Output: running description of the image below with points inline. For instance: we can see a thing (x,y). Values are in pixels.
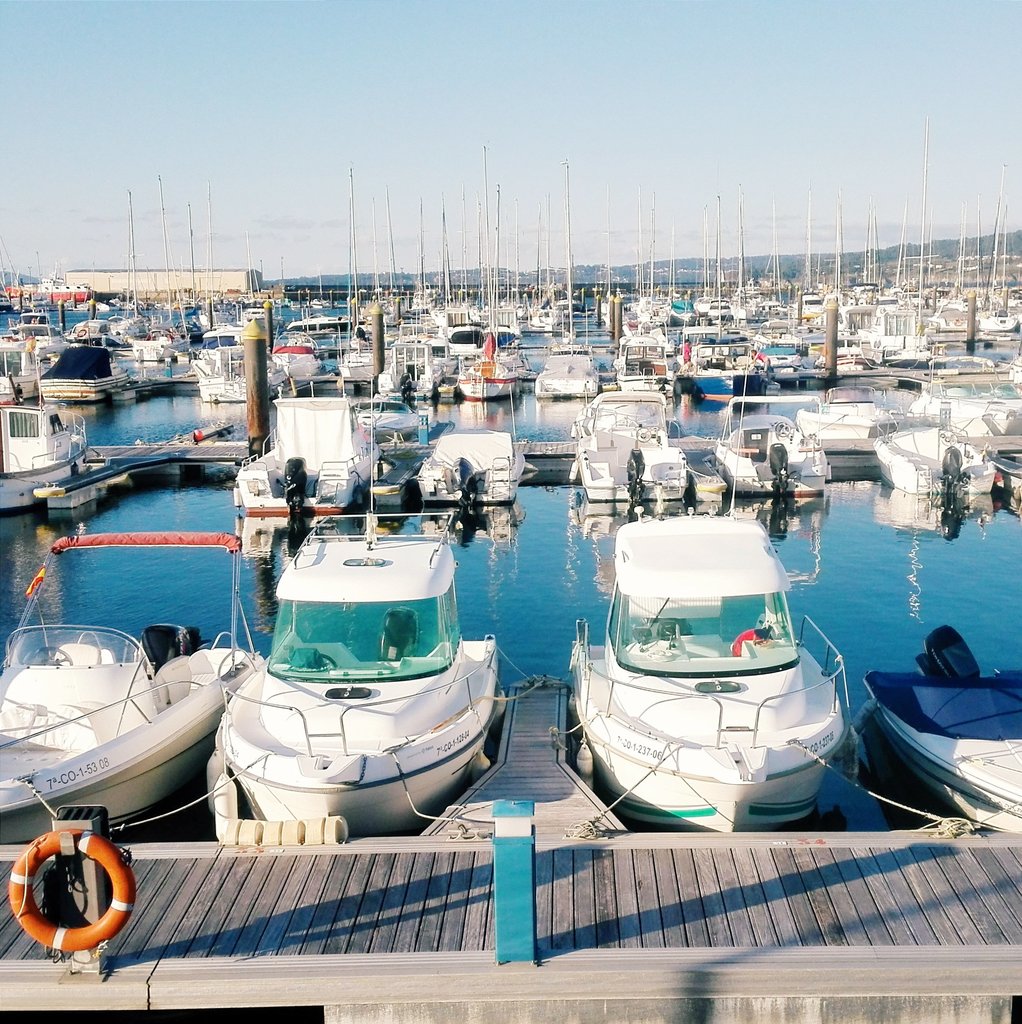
In this image we can see the boats (507,442) on the surface of the water (164,566). We can also see the path (490,850), safety ring (128,870) and also the sky (153,131).
